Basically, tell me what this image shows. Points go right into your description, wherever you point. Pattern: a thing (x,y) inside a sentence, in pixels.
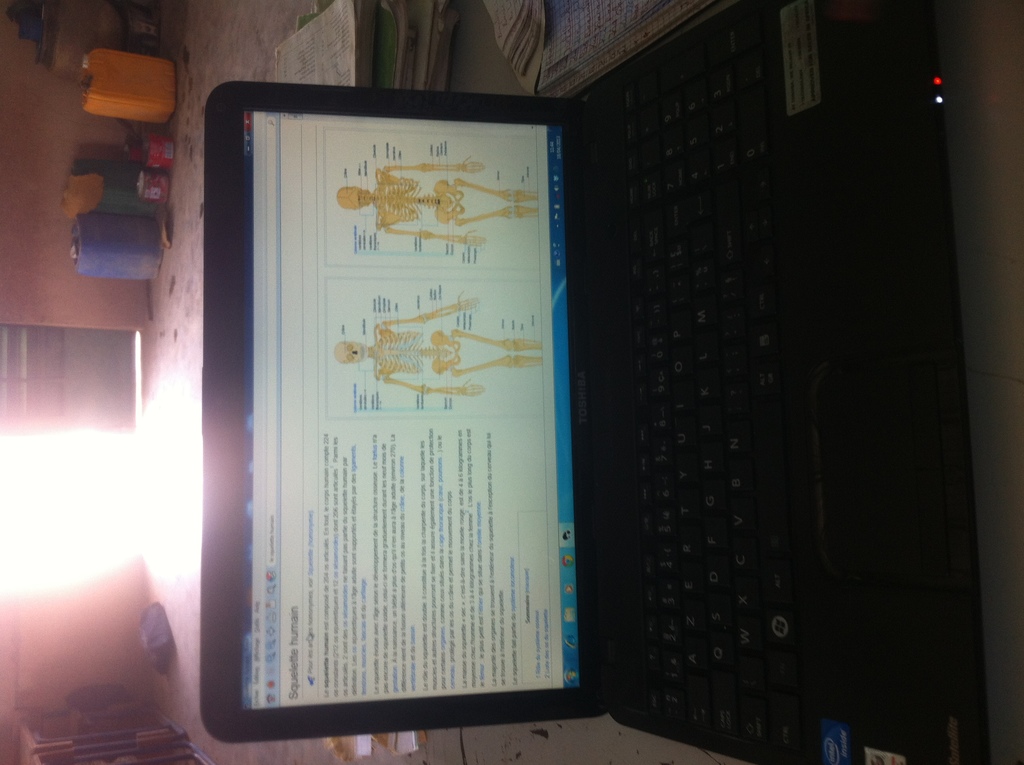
There is a laptop (618,483) on a table (1014,488). On the screen (397,525) something is written and skeletons (432,235). On the table (509,72) there are books (394,56), light (35,516) and many other items (127,209).
